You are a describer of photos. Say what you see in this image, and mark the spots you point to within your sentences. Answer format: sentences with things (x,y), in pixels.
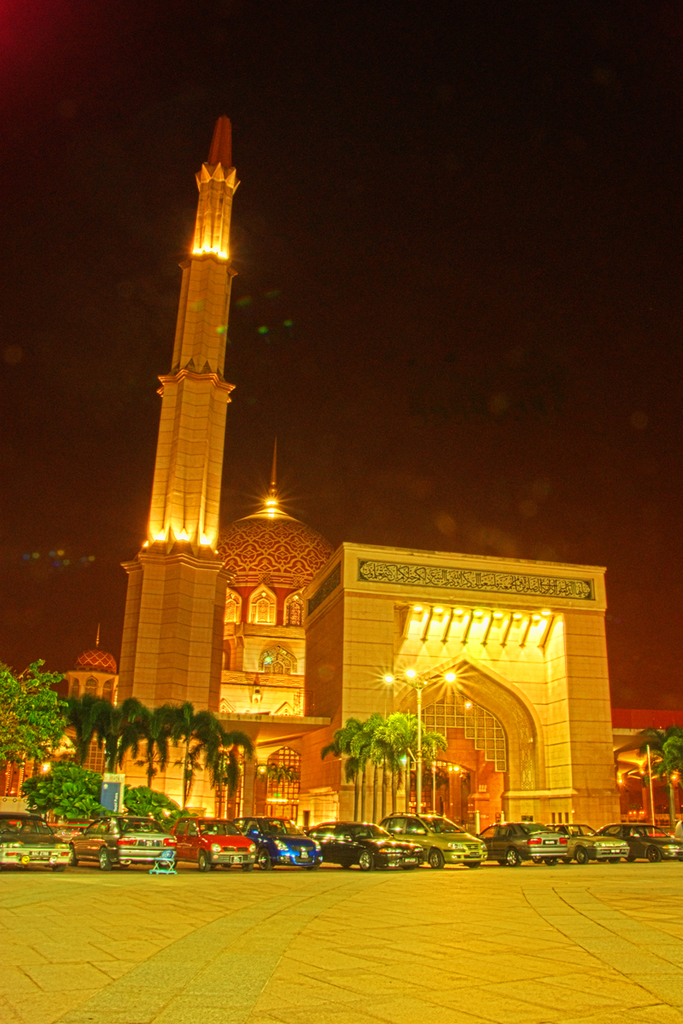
In the foreground of the image (79,886) we can see a group of cars (379,839) parked on the ground (63,874). In the center of the image (450,598) we can see a building (266,648) with tower (183,531) and some lights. In the background (379,715), we can see trees (356,756) and sky (458,334).
